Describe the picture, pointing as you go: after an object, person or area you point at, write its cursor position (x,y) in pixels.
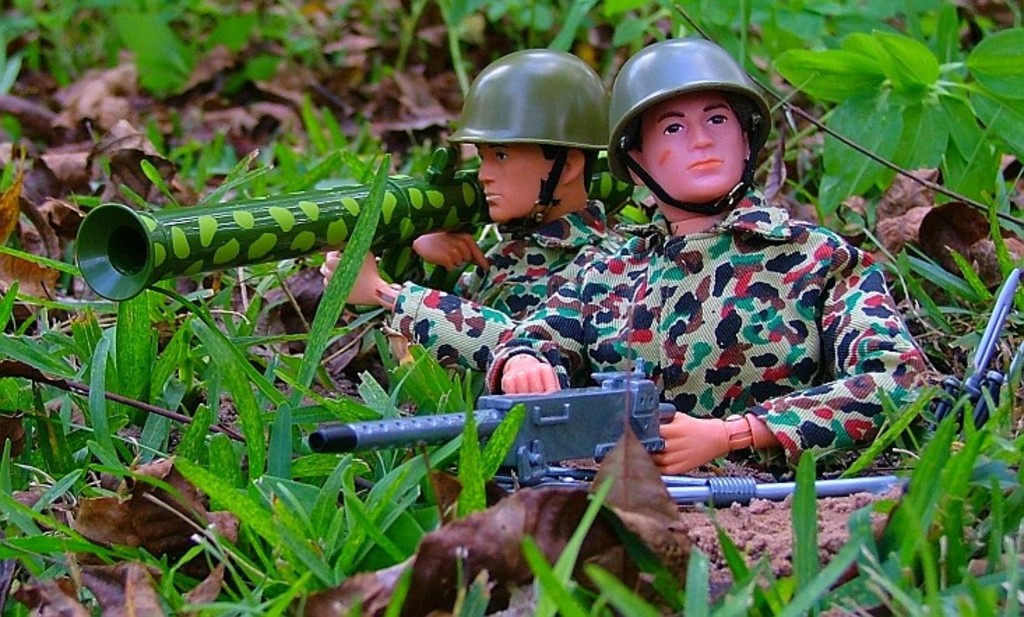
This is the picture of two dolls (690,294) holding some guns (268,249) and around there are some plants (225,441), leaves (53,215) and sand (786,525) on the floor (769,527).
